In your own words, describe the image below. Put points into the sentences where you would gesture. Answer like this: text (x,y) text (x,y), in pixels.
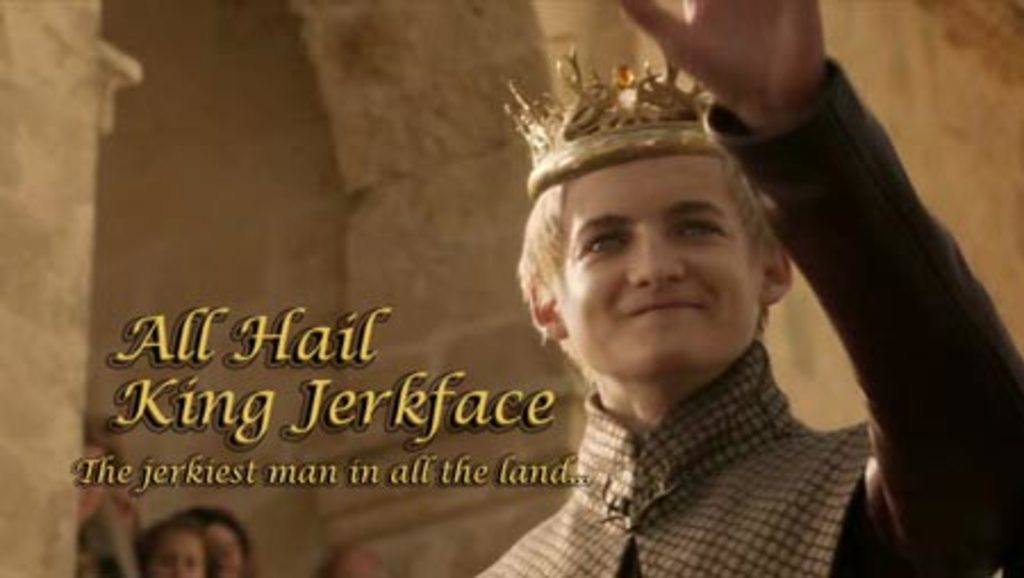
Towards right (760,157) we can see a person (677,167) wearing crown (639,128). Towards left (222,410) there is text (317,416). The background (478,36) we can see the wall (505,139). At the bottom (190,563) towards left (227,556) we can see people's faces (193,550).
